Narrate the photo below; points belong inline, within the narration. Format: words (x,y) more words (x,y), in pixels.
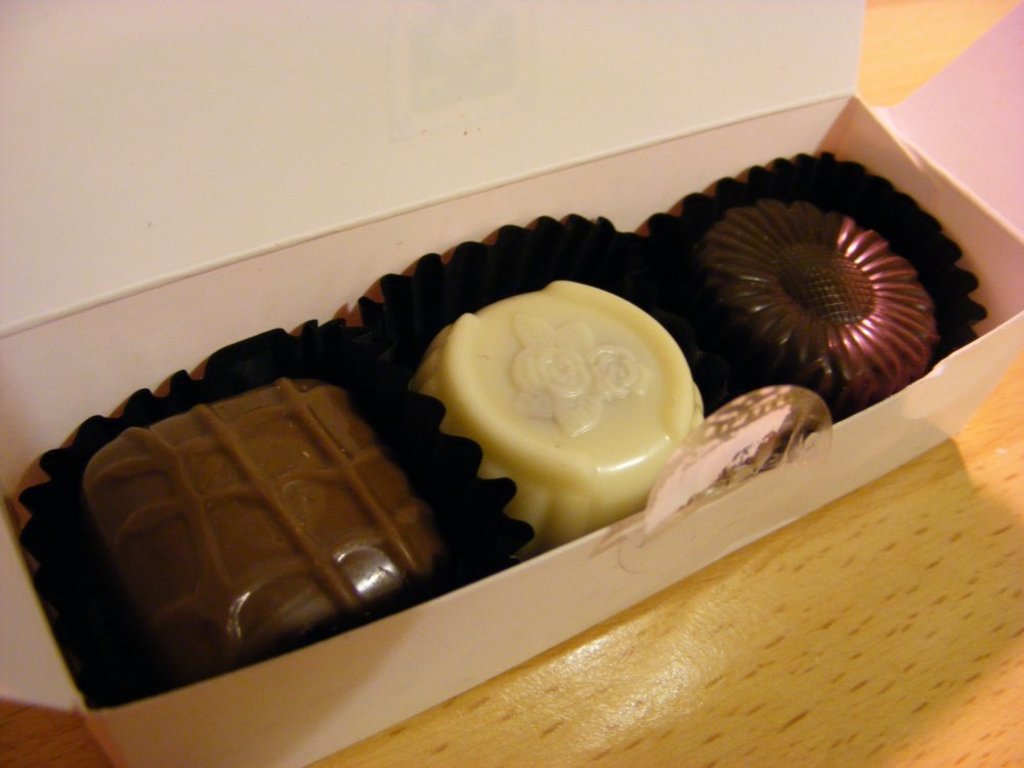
In this image there is a box (616,587) on a wooden plank (772,685). Box (494,662) is having some chocolates (673,427) on a paper (536,262).
